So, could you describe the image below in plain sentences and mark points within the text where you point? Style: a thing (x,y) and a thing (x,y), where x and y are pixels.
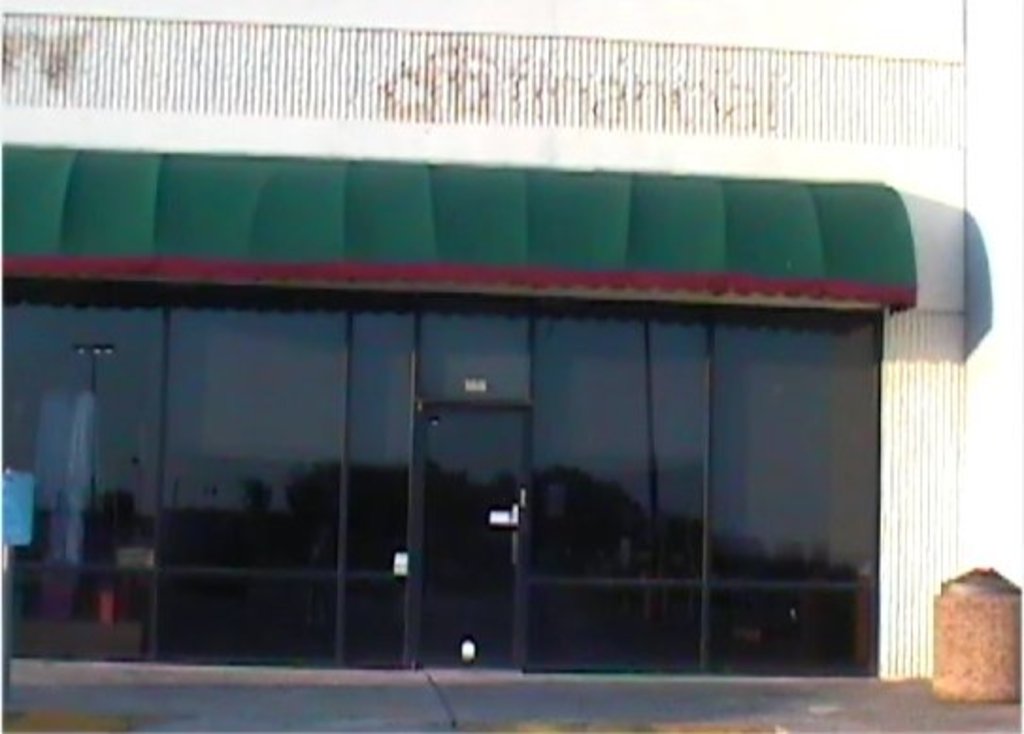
In this picture there is a outside view of the store (190,365). In the front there is a black color glass door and above we can see the green color canopy shed (657,220).
